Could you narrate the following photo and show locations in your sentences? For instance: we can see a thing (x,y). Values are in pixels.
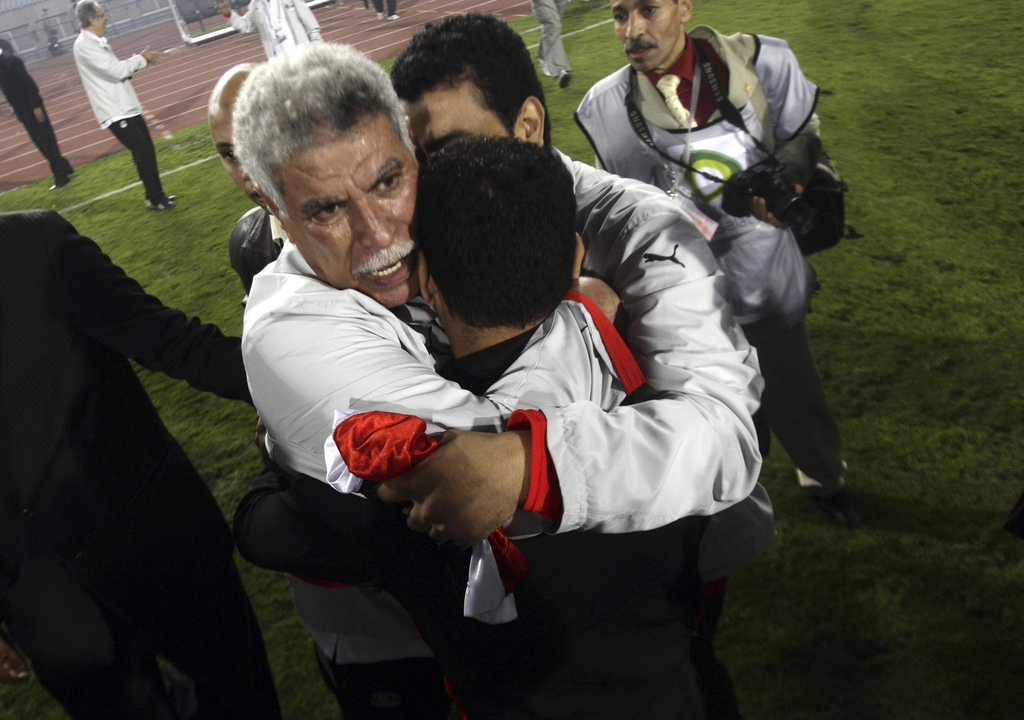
In this picture we can see group of people (318,350), few are standing on the grass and few are walking, in the background (189,7) we can find metal rods (118,26).
